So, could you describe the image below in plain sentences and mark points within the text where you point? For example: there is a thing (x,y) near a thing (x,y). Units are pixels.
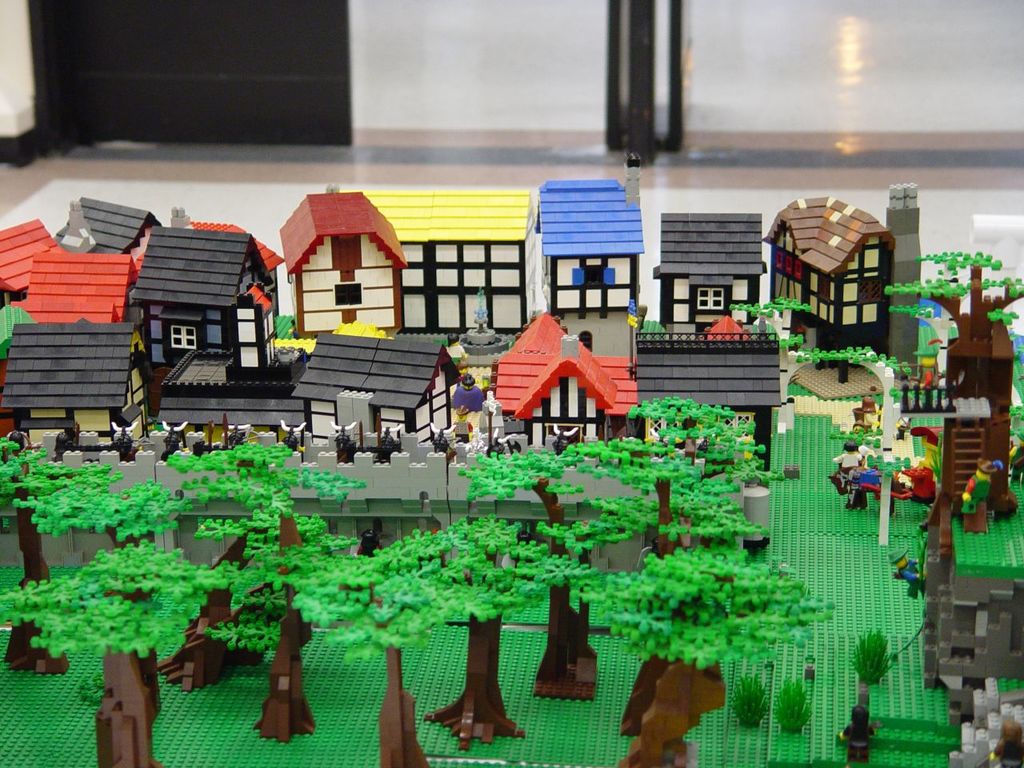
In this image, we can see some toys (737,393) like houses (570,239), people (864,407) and trees (427,634). We can also see the floor (544,175).
